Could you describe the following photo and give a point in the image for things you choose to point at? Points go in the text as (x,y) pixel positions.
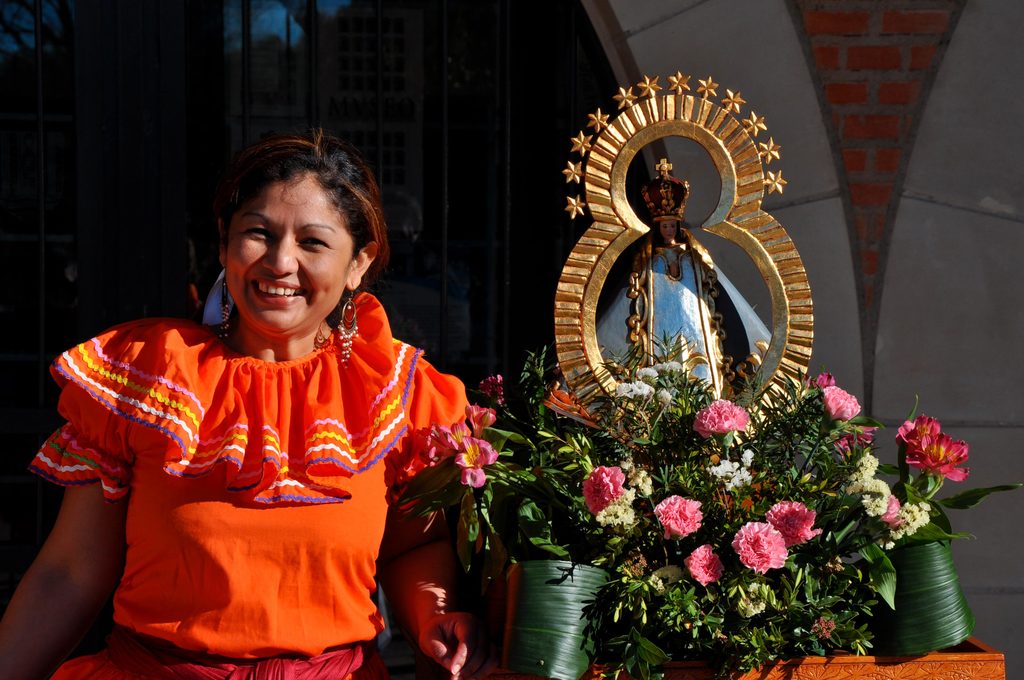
In this image at front (370,527) there is a person (235,361) standing on the floor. Beside her there is a plant (617,426) with the flowers (720,400) on it. Behind the plant (712,398) there is a statue (672,276). At the back side (756,25) there is a building (339,71).
